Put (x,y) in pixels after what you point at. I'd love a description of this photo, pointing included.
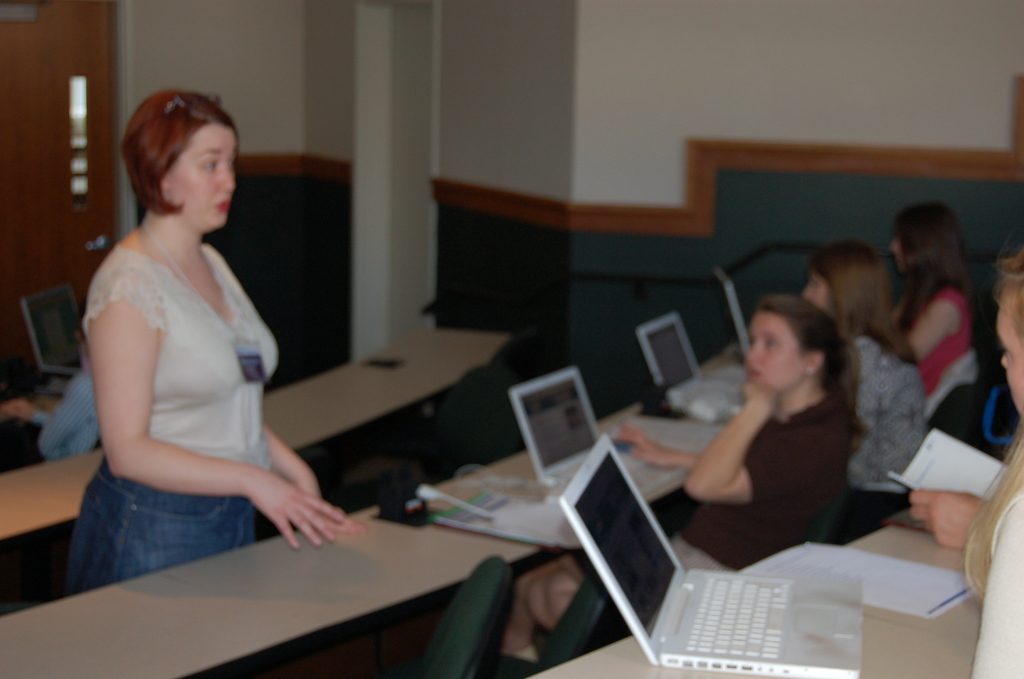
This is blurred picture where a women (228,203) is standing in front of a desk (184,594) and on the other side there are people (781,472) sitting on the chairs (450,448) in front of a desk (651,420) where there are laptops (637,523) and some papers (542,531).
